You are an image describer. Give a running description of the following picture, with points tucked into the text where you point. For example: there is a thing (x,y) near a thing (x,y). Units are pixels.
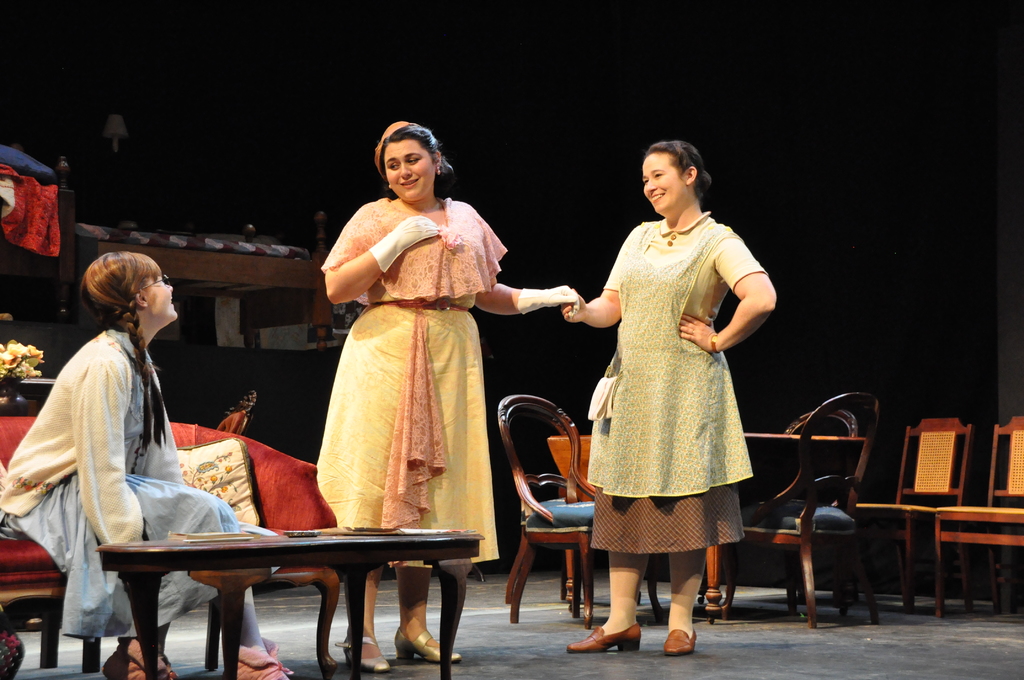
The person (138,427) in the left (90,418) is sitting in a sofa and there are two ladies (633,309) standing in front of her.
